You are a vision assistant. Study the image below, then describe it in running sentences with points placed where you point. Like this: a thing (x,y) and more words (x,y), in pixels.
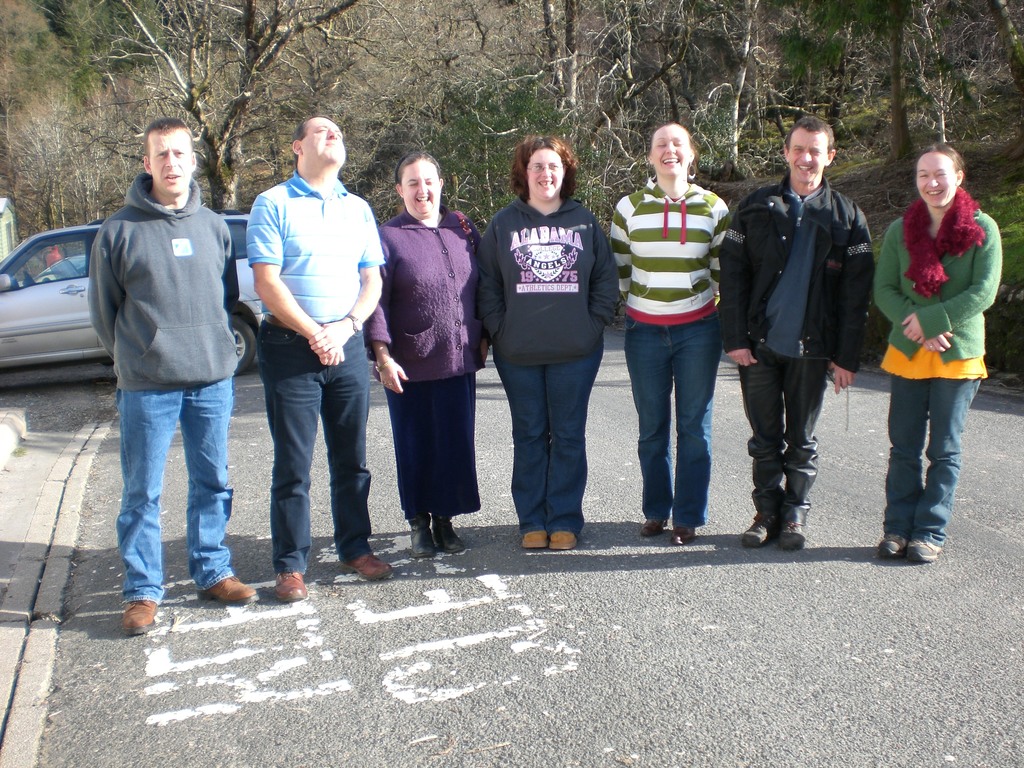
In this picture, we see three men (754,301) and four women (958,356) are standing. All of them are smiling and they are posing for the photo. At the bottom (362,672), we see the road (548,603). Behind them, we see a car (63,297) parked on the road (851,635). There are trees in the background (469,117).
